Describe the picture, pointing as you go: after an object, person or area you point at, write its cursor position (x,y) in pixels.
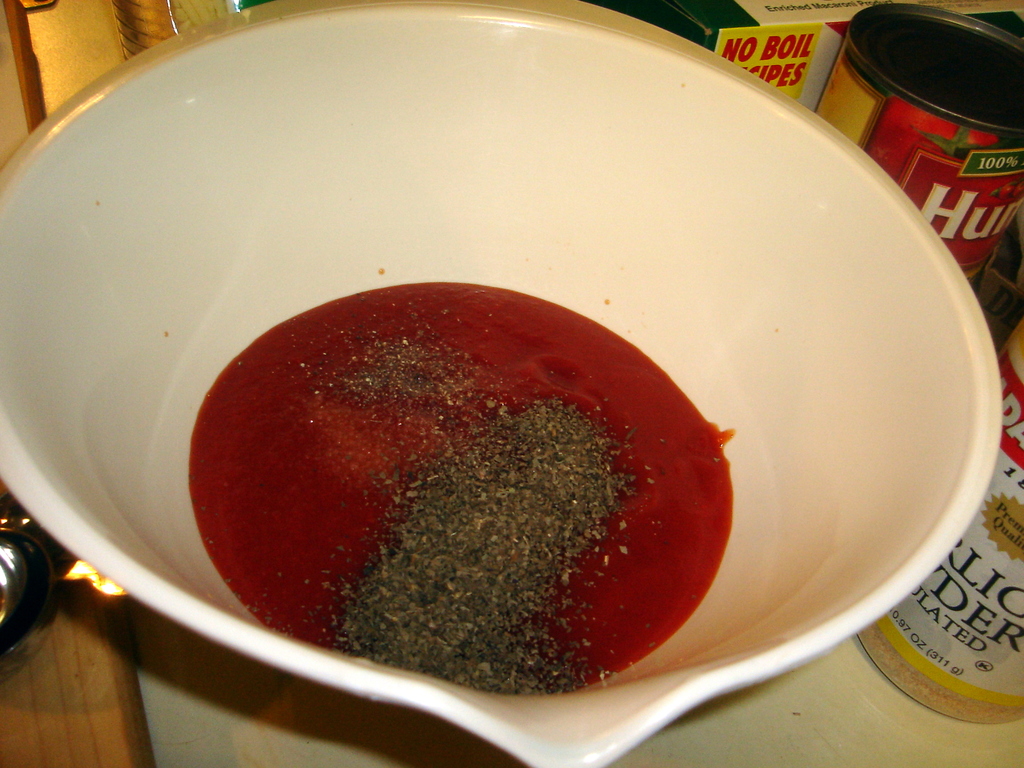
In this picture we can see a bowl (689,378). In the bowl (350,259) we can see liquid (688,435) and powder (441,615). There are bottles (950,196) and a box (1005,12) on a platform (809,758).
